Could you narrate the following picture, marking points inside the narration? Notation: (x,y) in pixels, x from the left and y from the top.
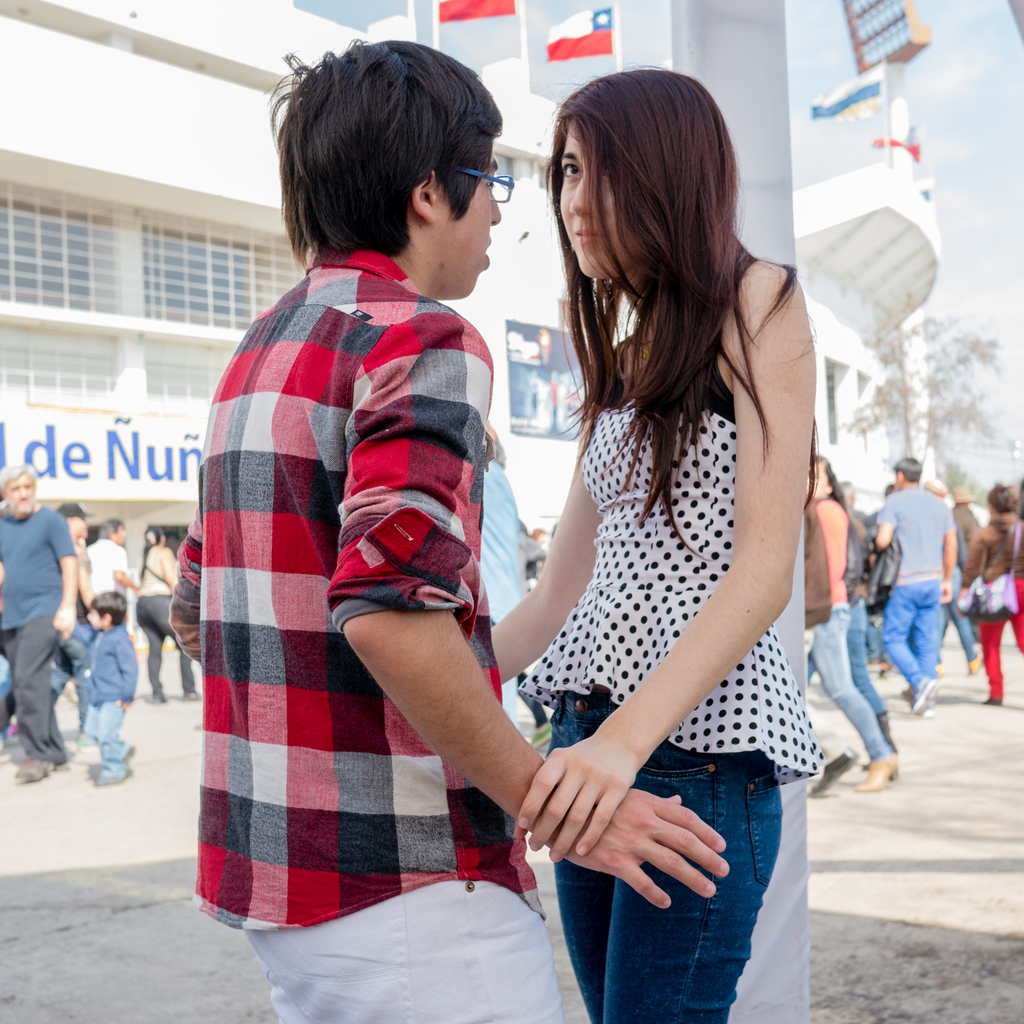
In this picture there are people (654,402) and we can see pole (748,188). In the background of the image (188,278) we can see building (242,111), poster (576,416), board (0,412), flags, trees (961,473) and sky (951,94).
